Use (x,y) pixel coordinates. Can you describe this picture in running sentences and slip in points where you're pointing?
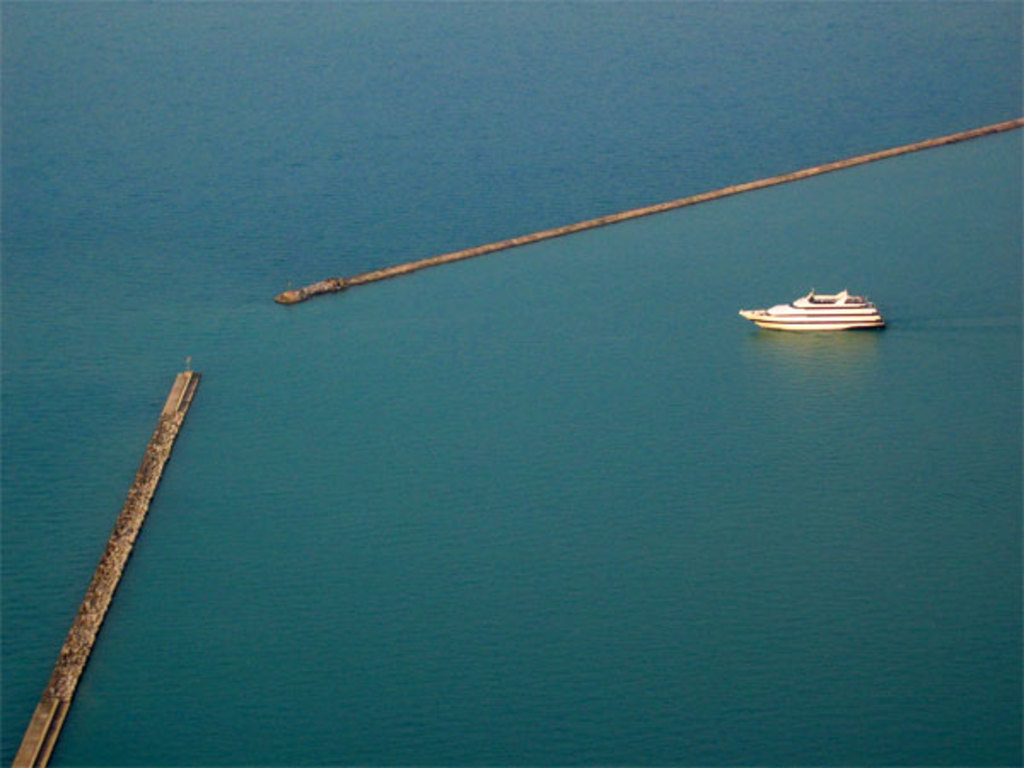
In this image I can see a boat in the water (715,402) and breakwaters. This image is taken may be in the ocean (550,334).
